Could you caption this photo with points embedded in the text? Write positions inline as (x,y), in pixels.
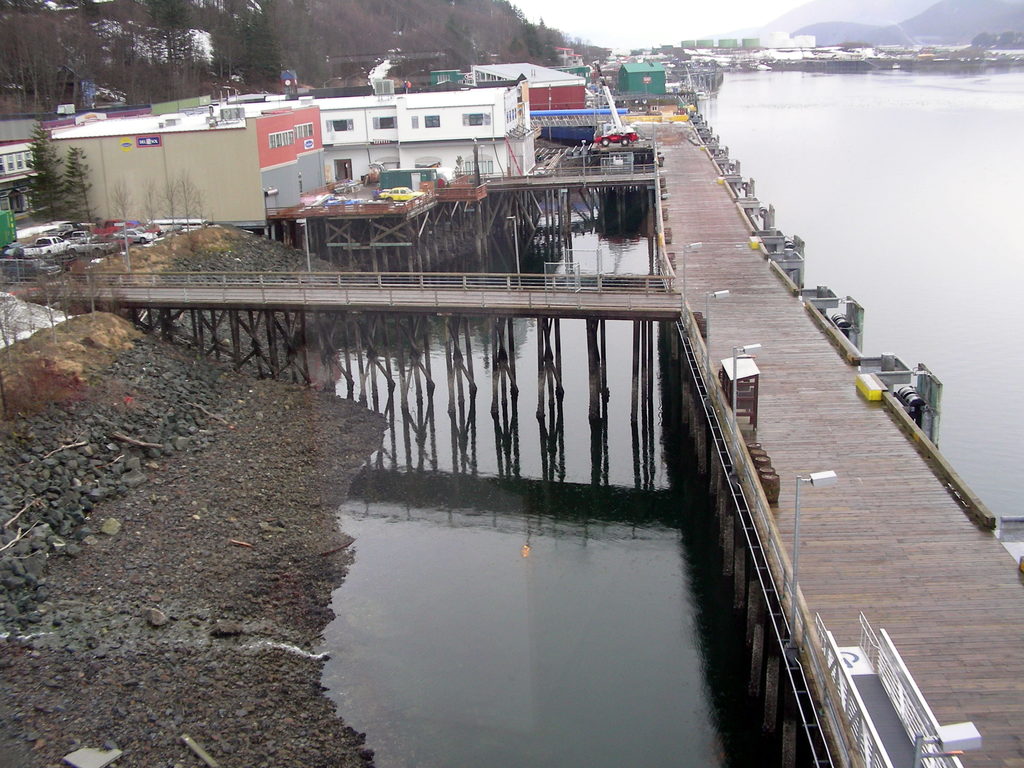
In this image there is a lake (827,158), on the left side of the lake (777,166) there is a wooden bridge (713,288) with lamps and some objects (693,107) on the bridge (329,356), beneath the bridge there are rocks (86,544) and stones (60,542), beside the bridge (267,313) there are buildings (313,115), trees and vehicles (68,240) on the road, in the background of the image (667,54) there are trees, buildings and factories (797,42), behind that there are mountains (918,21).
